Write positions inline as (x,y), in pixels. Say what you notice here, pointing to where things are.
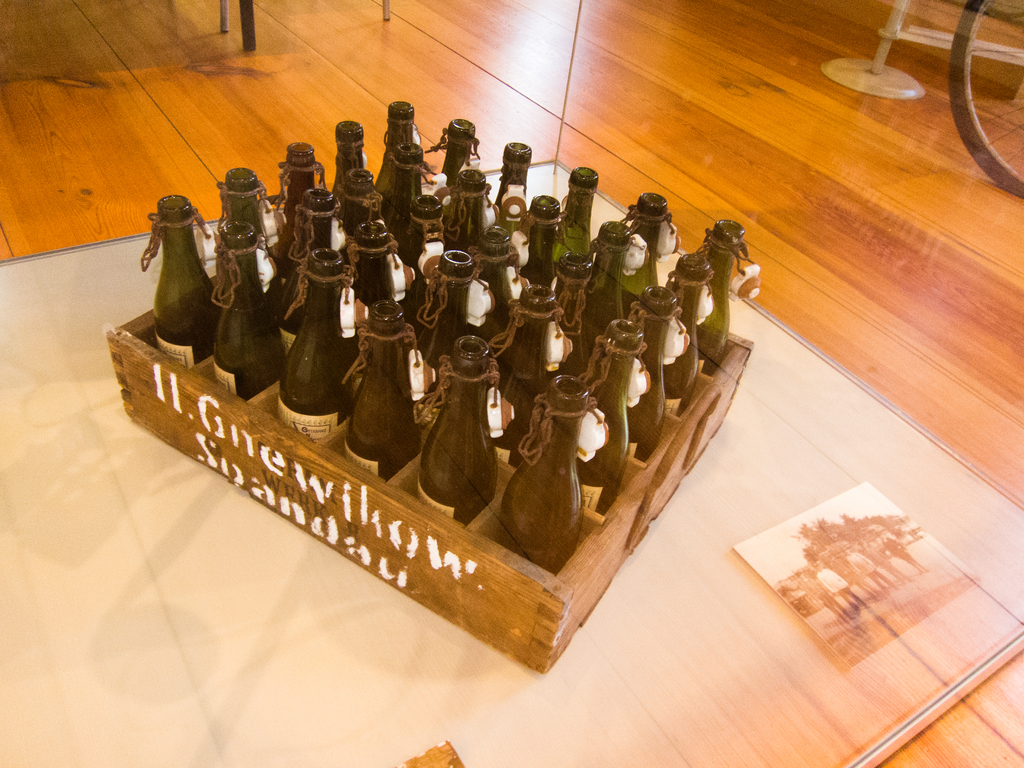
in this image i can see a box (321,474) on the center (343,508). there are some bottle (433,364) kept on that and on right side (969,87) i can see a wheel (968,86) and i can see a art (873,594) on the floor (947,79). i can see some text (367,517) written on the box (315,468).
